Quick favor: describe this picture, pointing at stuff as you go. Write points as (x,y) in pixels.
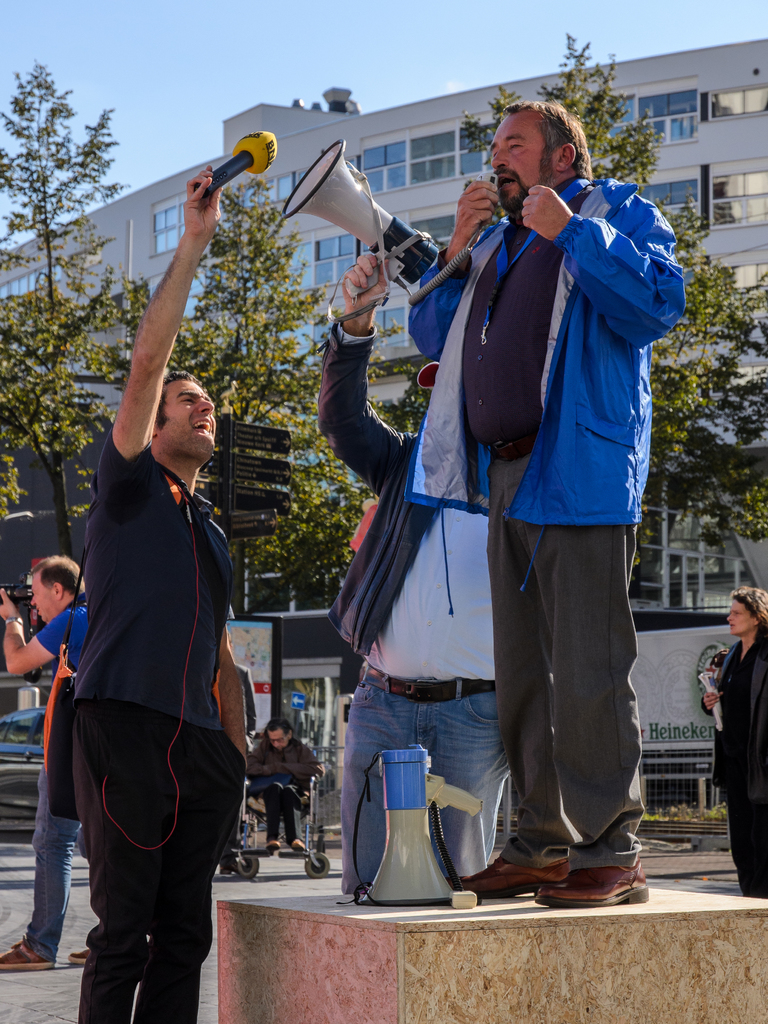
Here we can see few persons (625,752). One person (161,966) is holding a mike (254,156) and another person (383,562) is holding a speaker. There are trees (38,327) and boards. In the background (328,254) we can see a building (747,59) and sky (153,41).
